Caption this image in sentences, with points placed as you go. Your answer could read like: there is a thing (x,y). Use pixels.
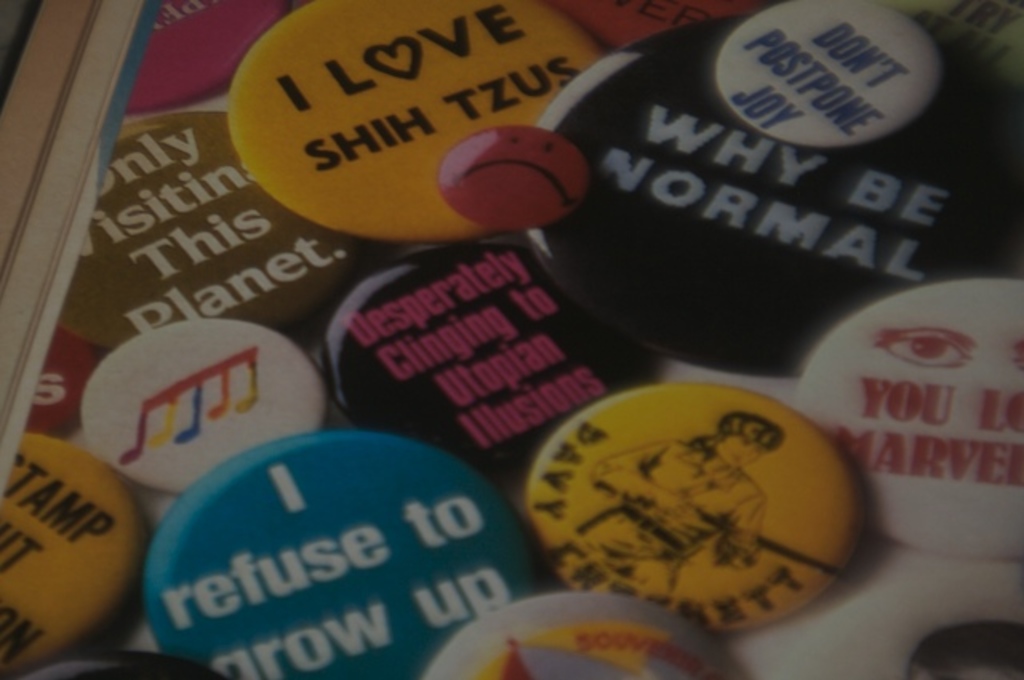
In this picture we can see badges (394,292) on the surface (355,262) and a wooden stick (19,126).
